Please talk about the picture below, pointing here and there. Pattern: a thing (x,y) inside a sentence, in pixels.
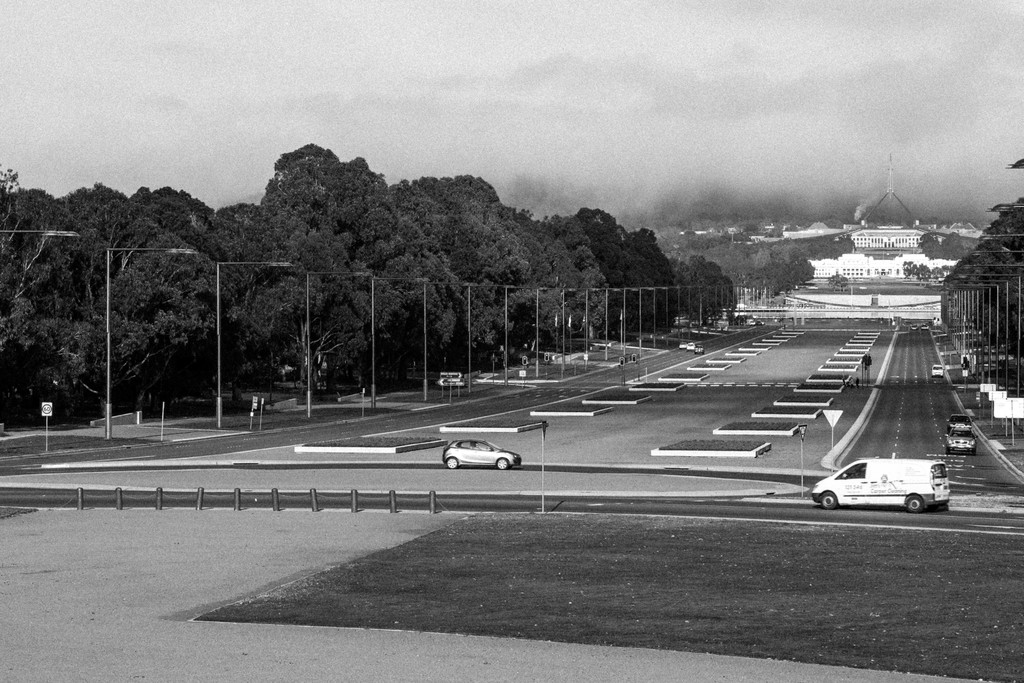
This image consists of vehicles (904,481) moving on the road (415,497). At the bottom (487,504), there is a road (882,524). On the left (161,275) and right, there are trees (501,335) along with the poles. In the background (853,238), we can see the buildings (854,230) and smoke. At the top (620,107), there are clouds (618,96) in the sky (473,122).
